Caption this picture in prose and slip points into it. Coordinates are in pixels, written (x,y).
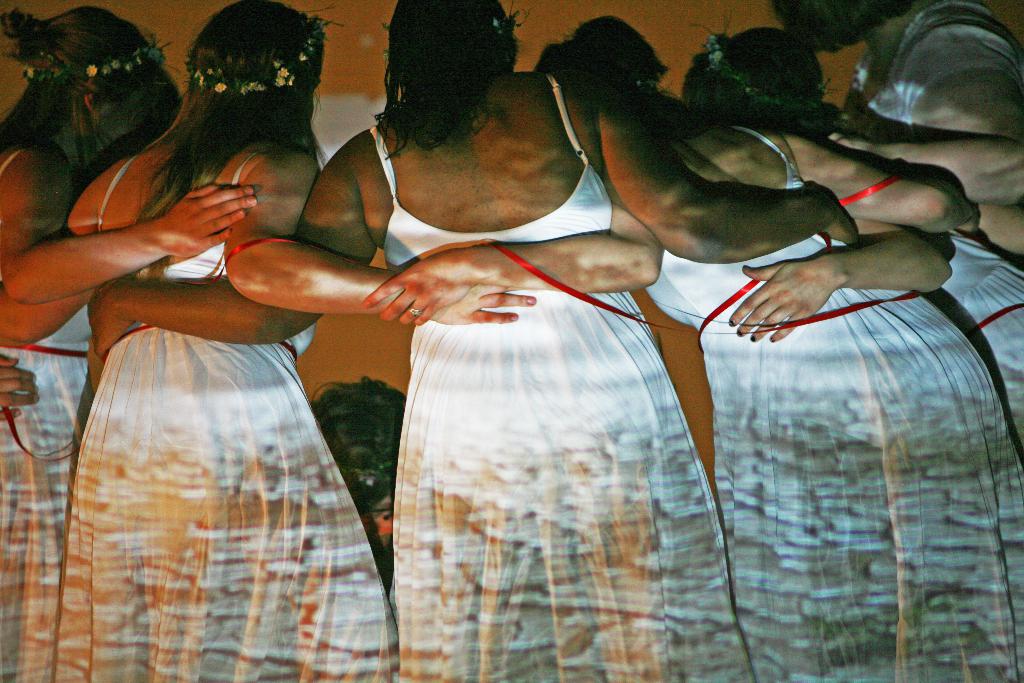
In this image we can see six women (794,184) are standing. They are wearing white color dress (565,462) and tiara (277,70) on their head (493,67).
